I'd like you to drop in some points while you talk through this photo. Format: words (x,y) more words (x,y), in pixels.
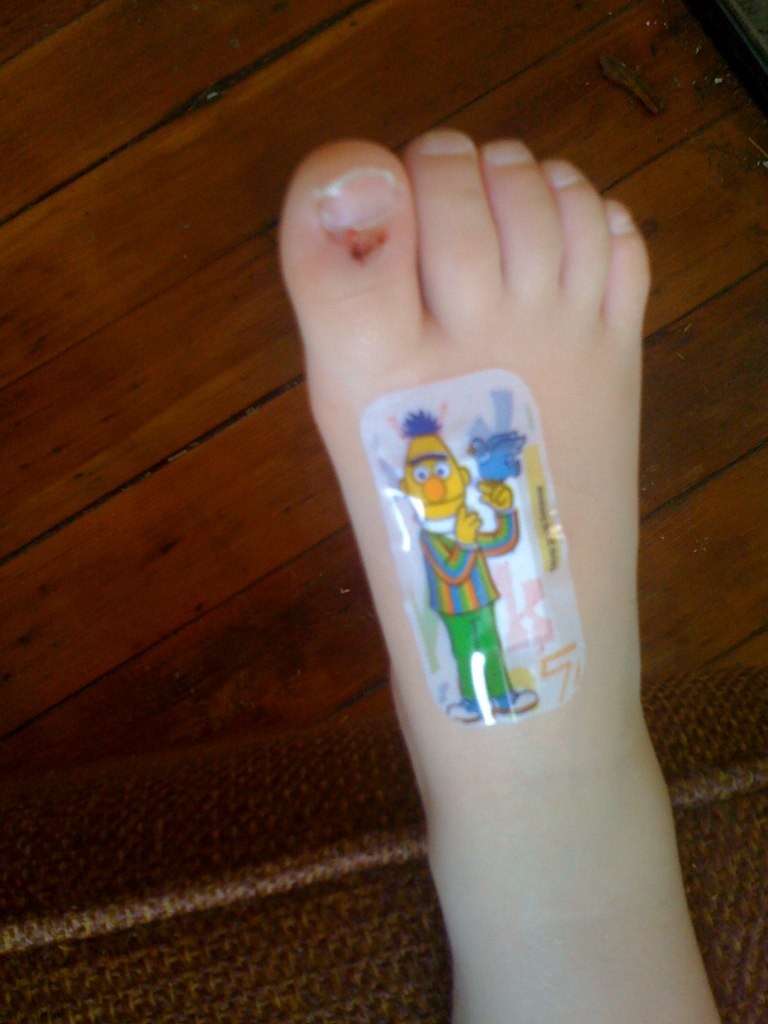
In this picture we can see a sticker (553,587) on a person's leg (581,756) and in the background (723,400) we can see a wooden platform (732,392) and an object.
